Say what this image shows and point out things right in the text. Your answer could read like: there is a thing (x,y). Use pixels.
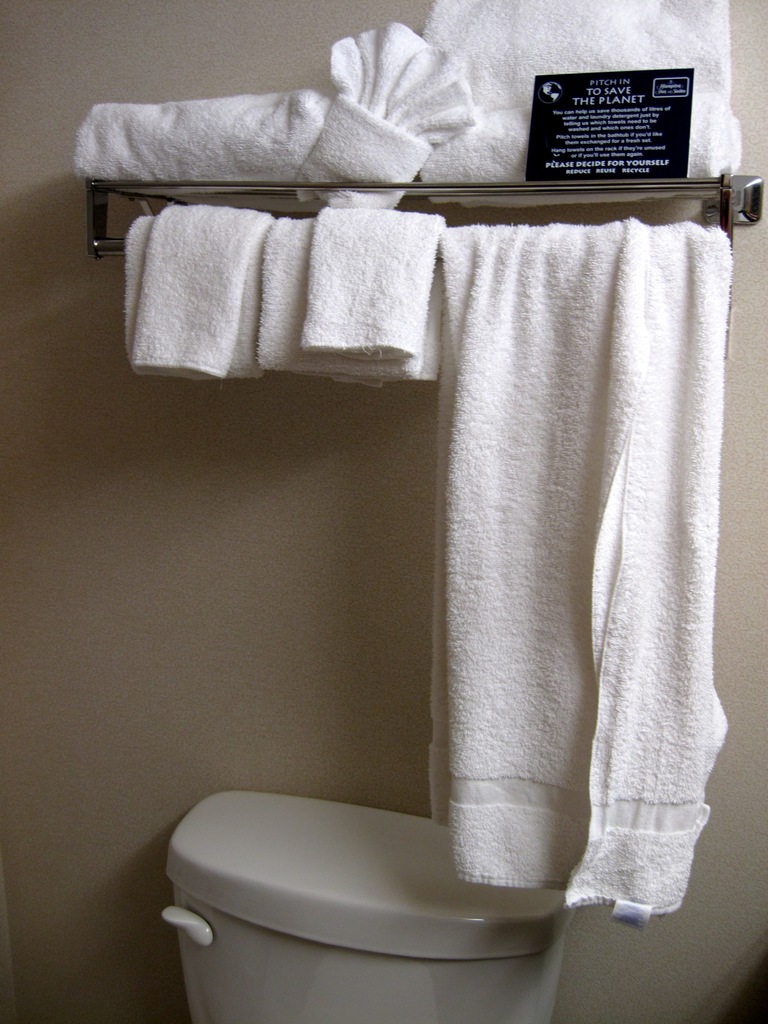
This picture shows few napkins (246,314) and towels (582,301) on the stand (731,223) and we see a Flush tank (243,831). All are white in color and we see a wall (74,643).
